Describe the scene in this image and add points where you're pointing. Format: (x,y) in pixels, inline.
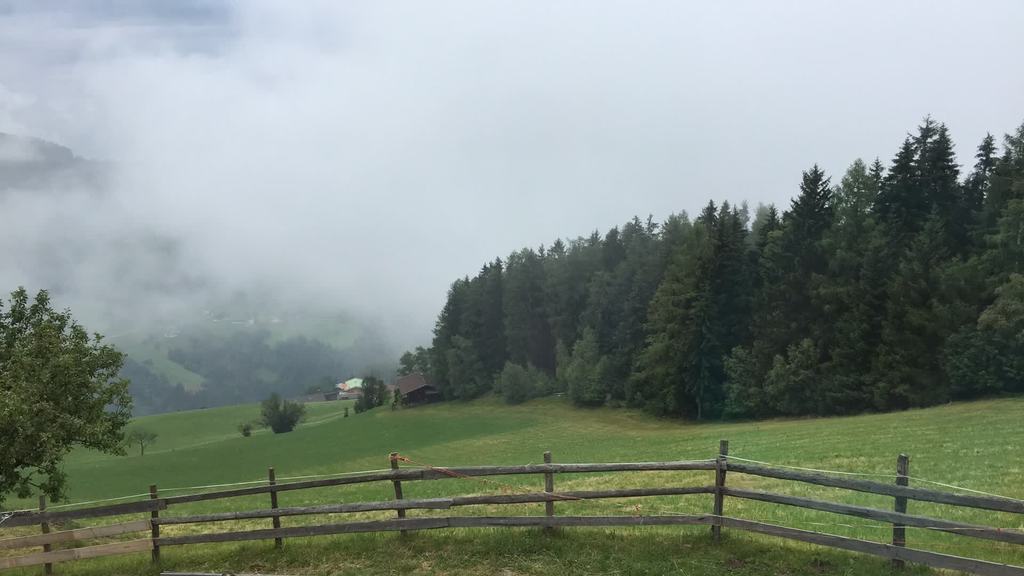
In this image in the front (583,487) there is grass (515,442) on the ground (473,545) and there is a wooden fence (282,533). In the background (354,378) there are trees (537,361), houses (412,395) and there's grass (437,443) on the ground (381,436) and there is smoke (412,123).
